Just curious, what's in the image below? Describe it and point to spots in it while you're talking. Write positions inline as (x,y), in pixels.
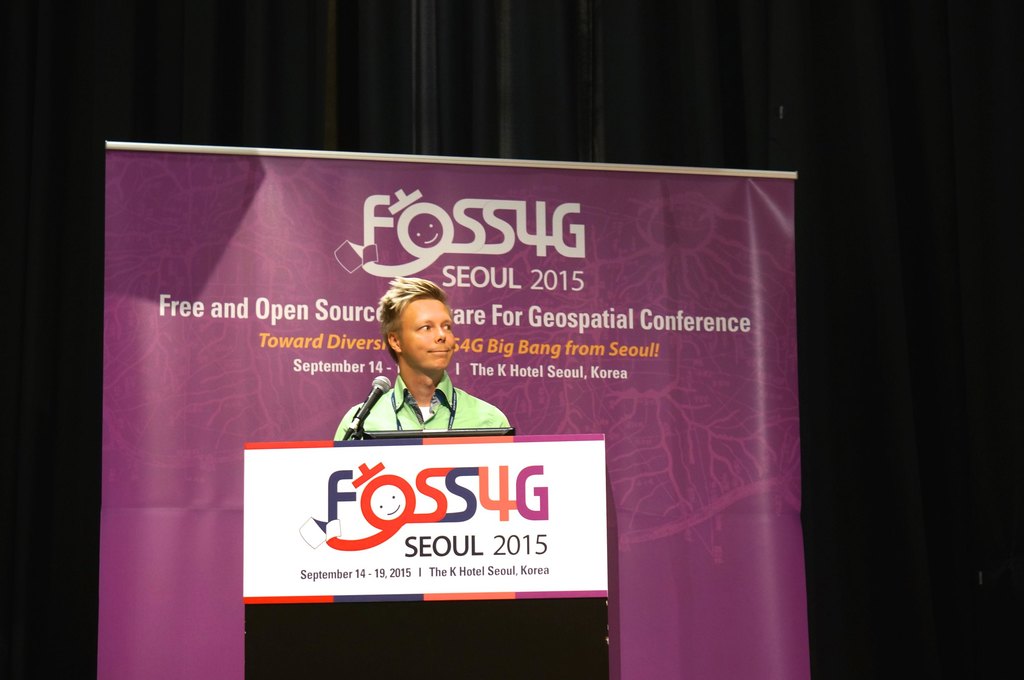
In this image we can see a person (415,418) standing on the dais (472,444), in front of the person (391,409) there is a mic (368,397), behind the person (382,406) there is a banner (426,273).
